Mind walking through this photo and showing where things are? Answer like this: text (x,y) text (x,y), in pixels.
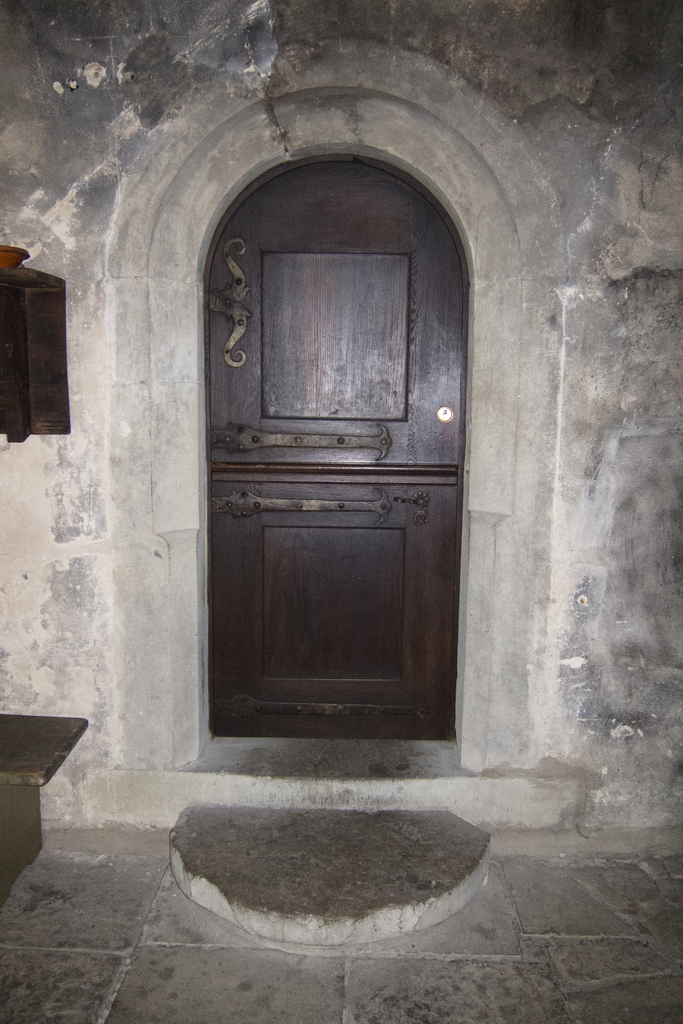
In this picture we can see a door (344,404) and stone wall (551,383).
